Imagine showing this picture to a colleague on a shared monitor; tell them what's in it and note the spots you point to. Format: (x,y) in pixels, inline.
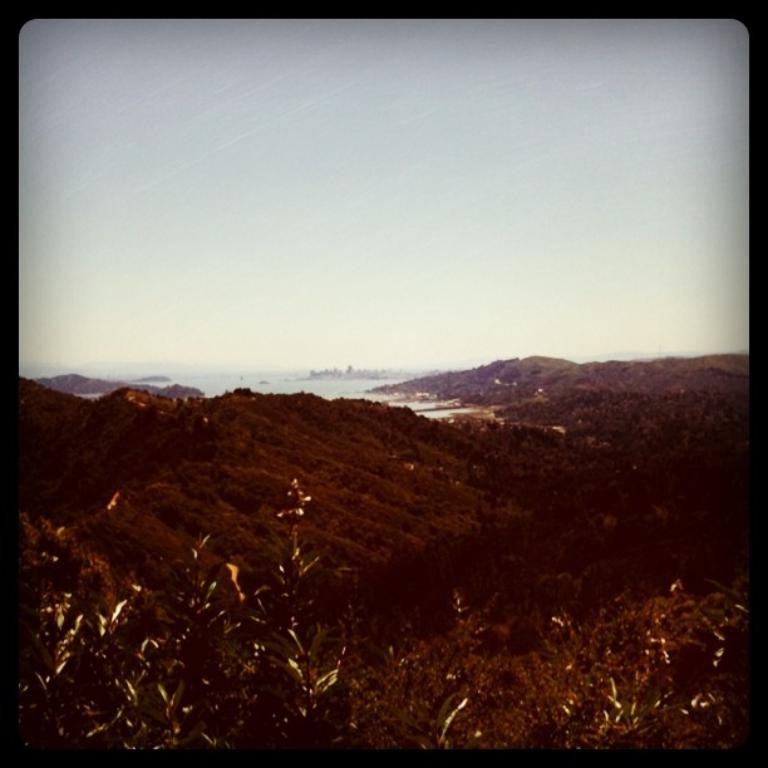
In this picture we can see plants (385,591) at the bottom (372,714), it looks like water (295,376) in the background (304,379), we can see the sky (426,227) at the top of the picture (409,167).
